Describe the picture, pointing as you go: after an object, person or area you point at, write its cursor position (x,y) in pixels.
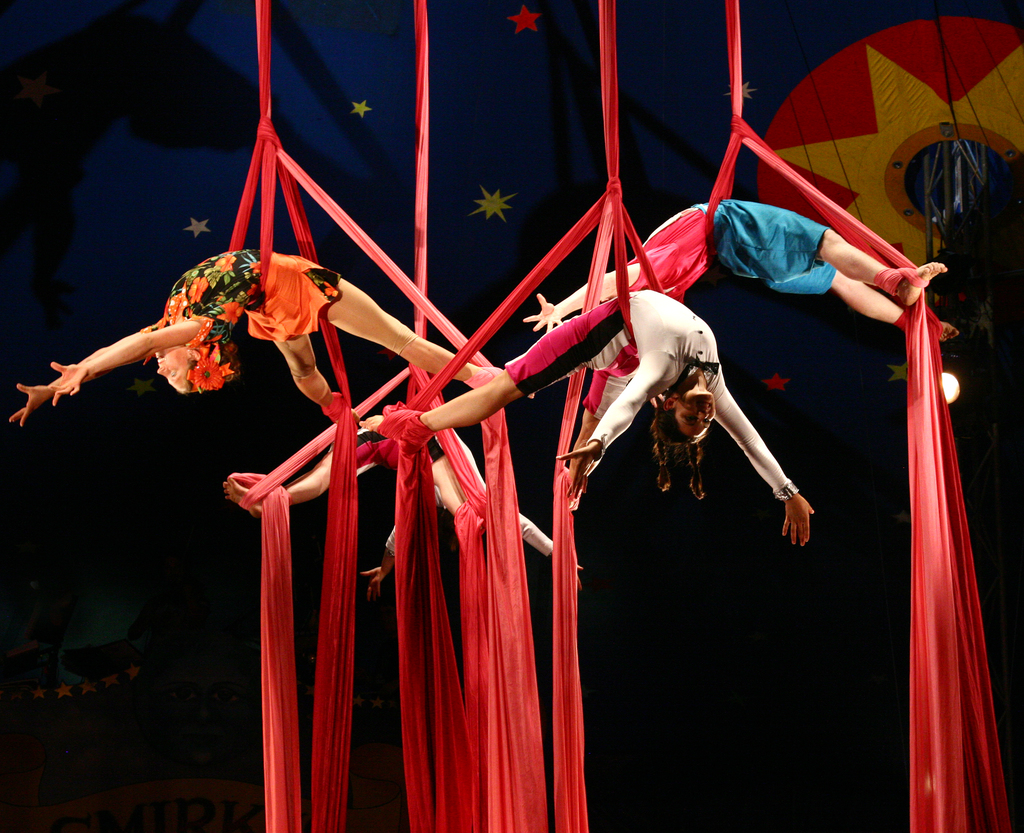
In the image I can see four persons (542,357) in the trapeze position with the help of a red cloth (501,454). In the background (512,408), I can see the designer curtain cloth (439,148) with stars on it.
